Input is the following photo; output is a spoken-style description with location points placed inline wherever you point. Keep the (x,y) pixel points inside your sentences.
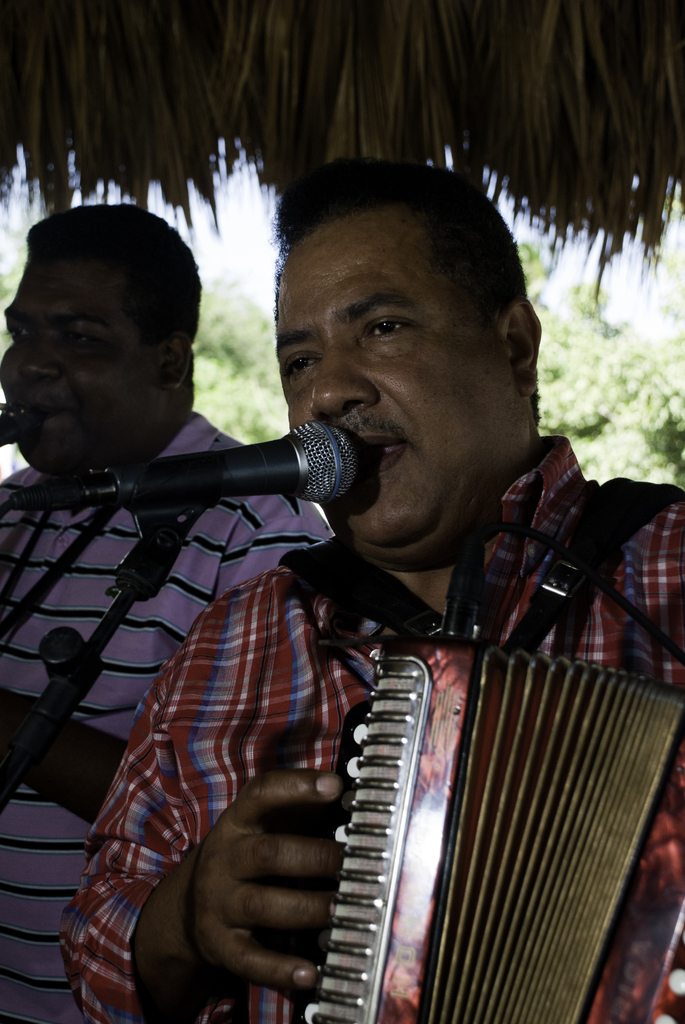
In this image there are two person's (173,407), a person (317,667) holding an accordion (455,881), there is a mike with a mike stand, and in the background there are trees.
